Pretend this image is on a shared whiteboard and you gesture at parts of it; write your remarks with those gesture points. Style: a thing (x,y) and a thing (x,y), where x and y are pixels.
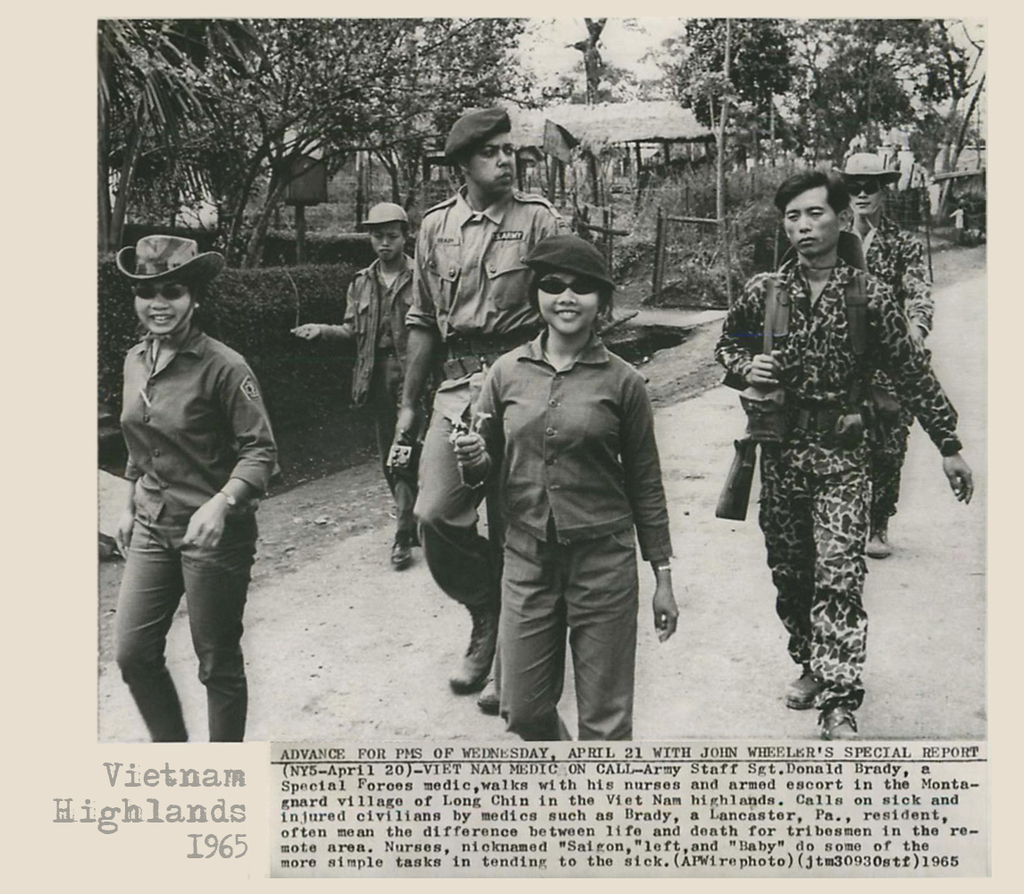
Here people (493,477) are walking, this is hat (175,269) and gun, these are trees (587,94).
